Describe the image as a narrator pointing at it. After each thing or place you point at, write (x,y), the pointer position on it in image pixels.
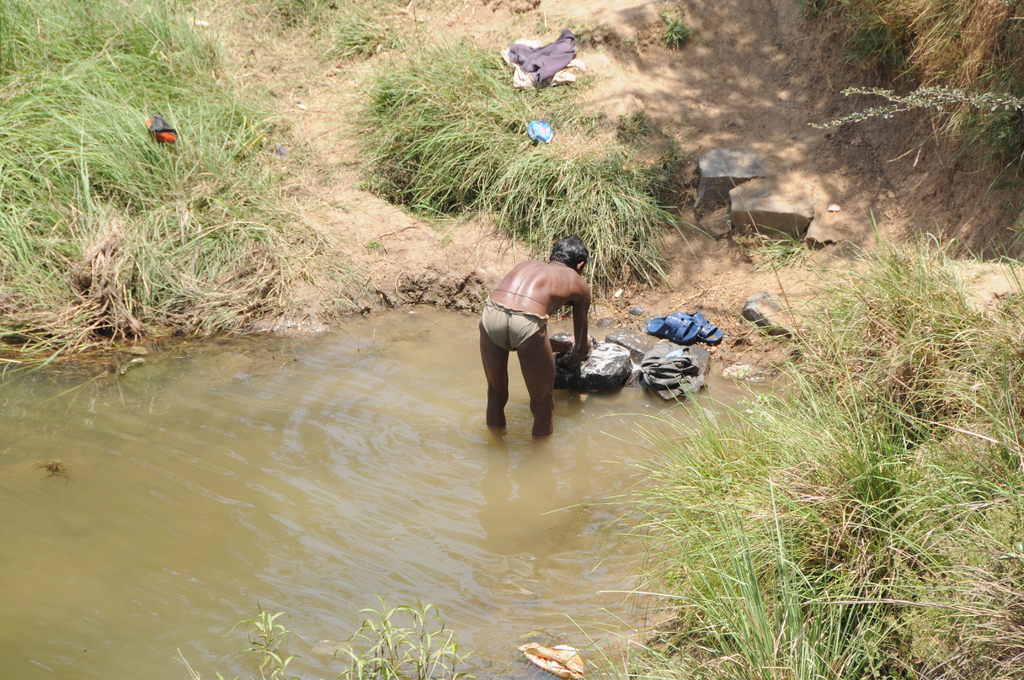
At the bottom of the image (292,454) there is water (72,453) and grass (953,464). In the water (458,368) a man (534,288) is standing. At the top of the image (556,192) there is grass (603,265) and there are some stones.
